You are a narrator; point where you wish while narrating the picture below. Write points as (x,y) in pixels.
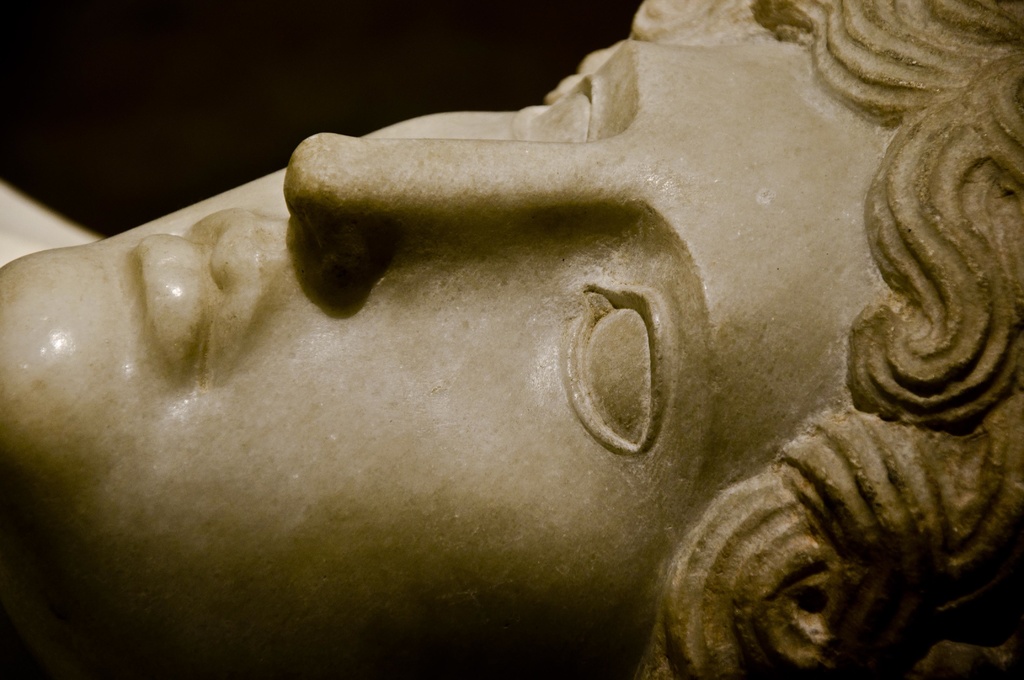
In this picture there is a statue (498,320).
